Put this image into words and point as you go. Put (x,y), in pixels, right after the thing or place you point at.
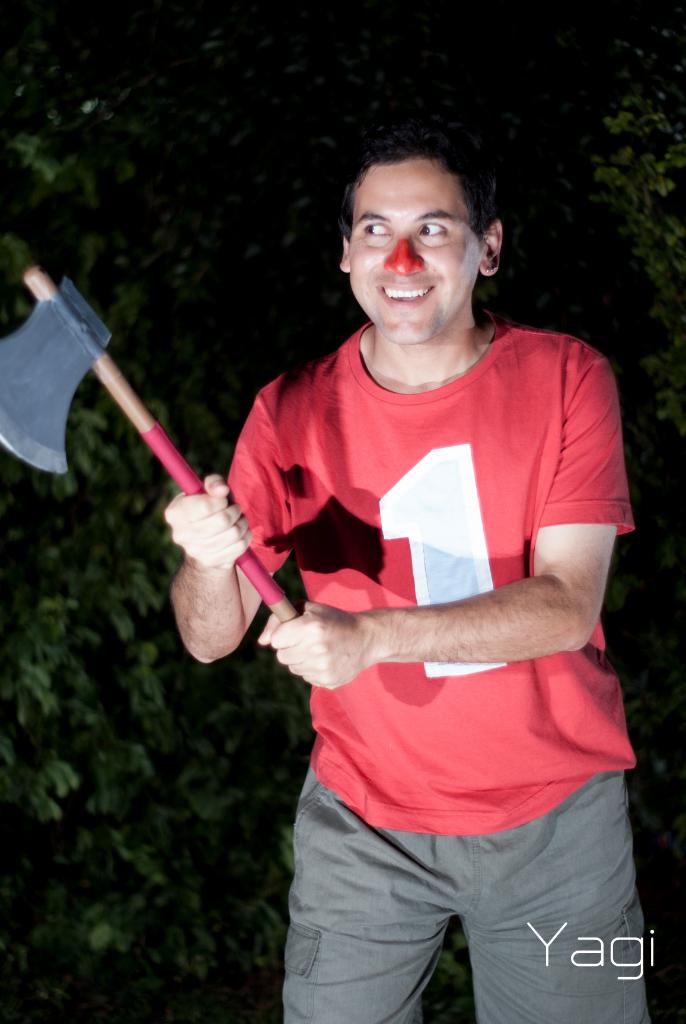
In the picture there is a man (522,518) catching an axe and standing, behind him there may be trees (1,823) present.
